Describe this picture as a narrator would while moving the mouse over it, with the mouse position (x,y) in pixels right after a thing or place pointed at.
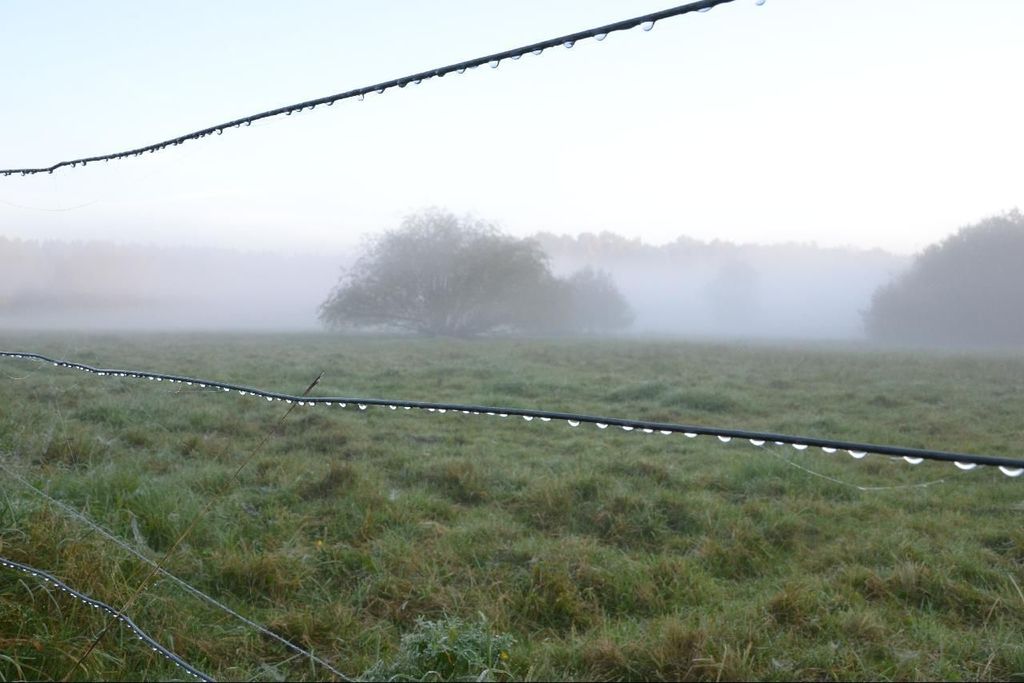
In the image there are wires (145,631) with water droplets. Behind the wires (145,631) on the ground (713,384) there is grass (276,484) and also there are small plants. In the background (441,240) there are trees (909,262).
